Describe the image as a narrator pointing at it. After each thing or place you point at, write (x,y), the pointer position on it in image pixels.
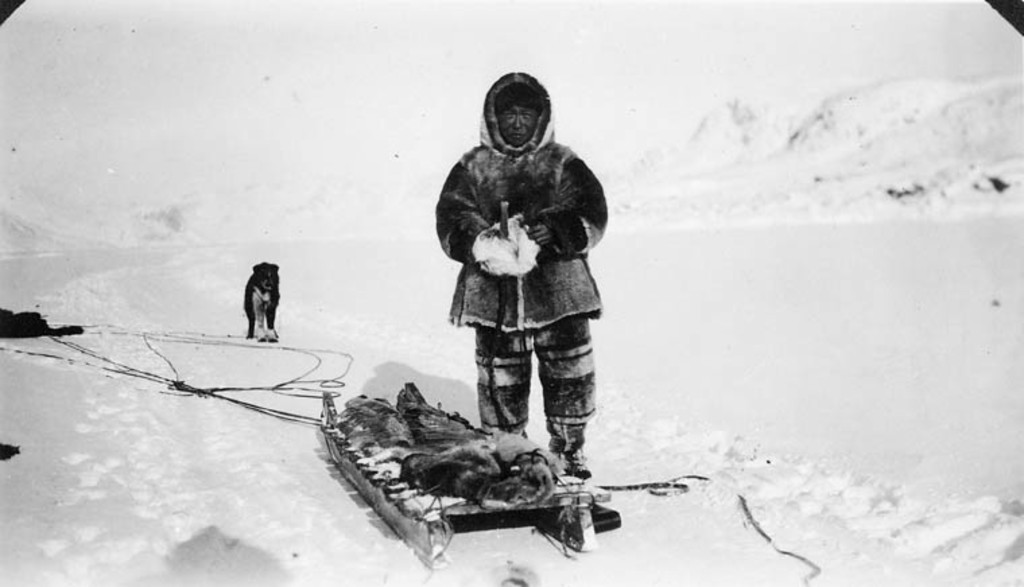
In this picture I can see a man (515,300) and a dog (274,293) are standing on the ground (873,530). On the ground (873,530) I can see some objects (488,473). This picture is black and white in color.
